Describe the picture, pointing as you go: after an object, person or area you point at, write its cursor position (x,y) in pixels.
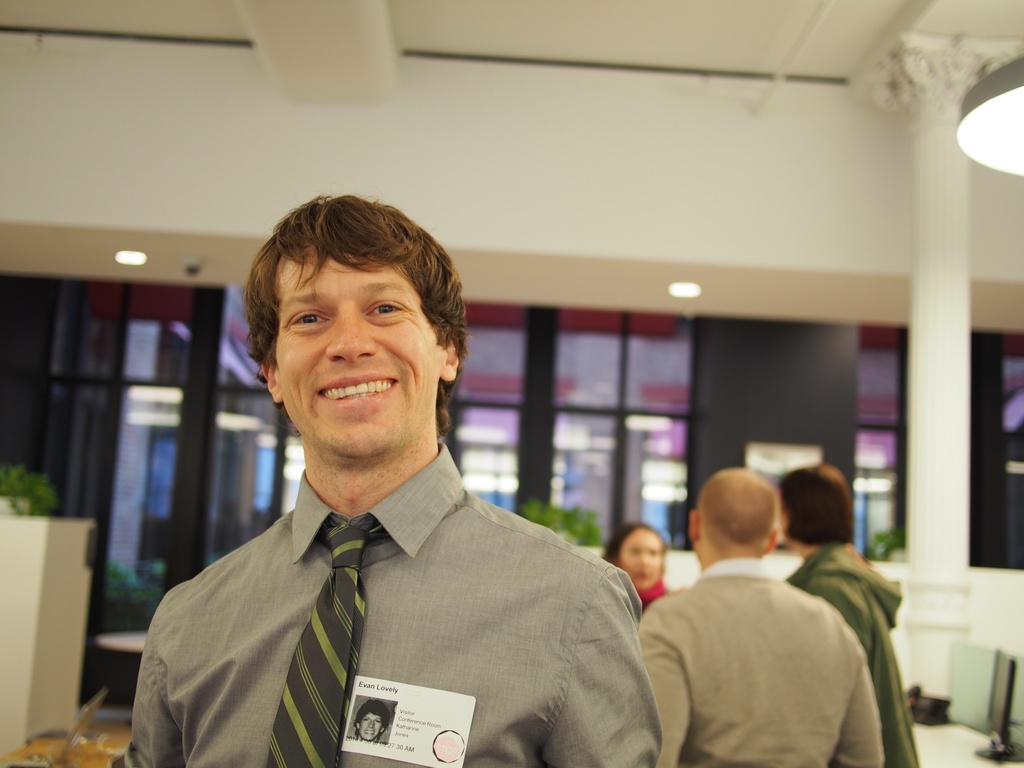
In this image I can see the group of people (501,598) with different color dresses (564,672). I can see these people (254,664) are inside the building (257,534). In the background (590,534) I can see the plants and the pillar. I can see the lights (679,294) at the top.
